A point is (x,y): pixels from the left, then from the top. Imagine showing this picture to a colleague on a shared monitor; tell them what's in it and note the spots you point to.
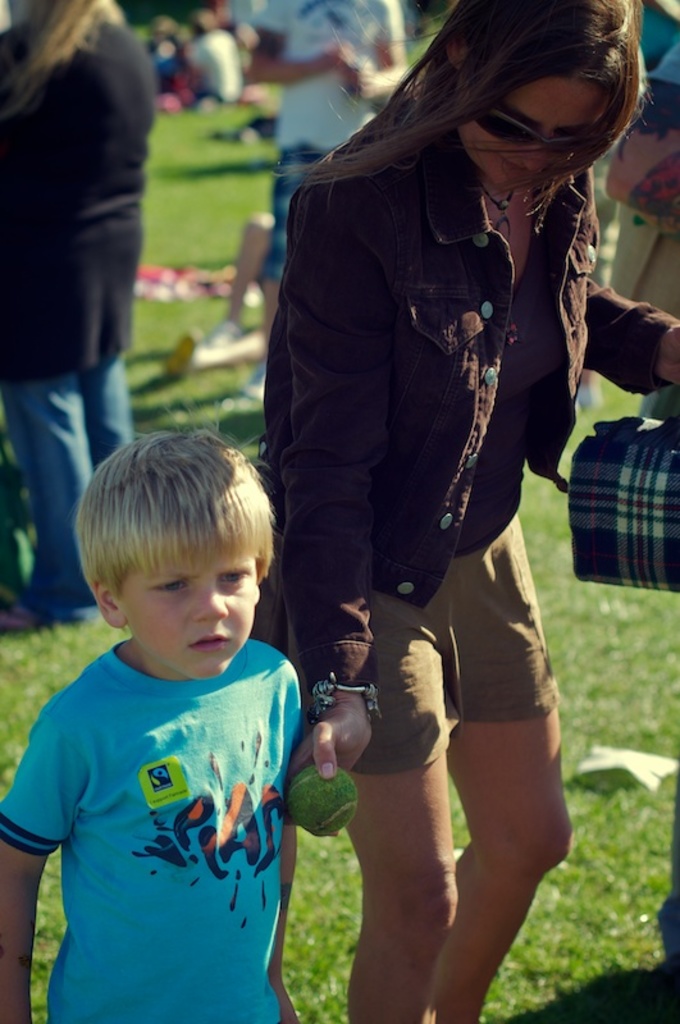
In this image we can see a woman (296,564) and a child (182,830) standing. In that a woman (385,888) is holding a bag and a ball (324,835). We can also see some grass (324,853), a group of people (129,425) and some objects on the ground (334,853).
